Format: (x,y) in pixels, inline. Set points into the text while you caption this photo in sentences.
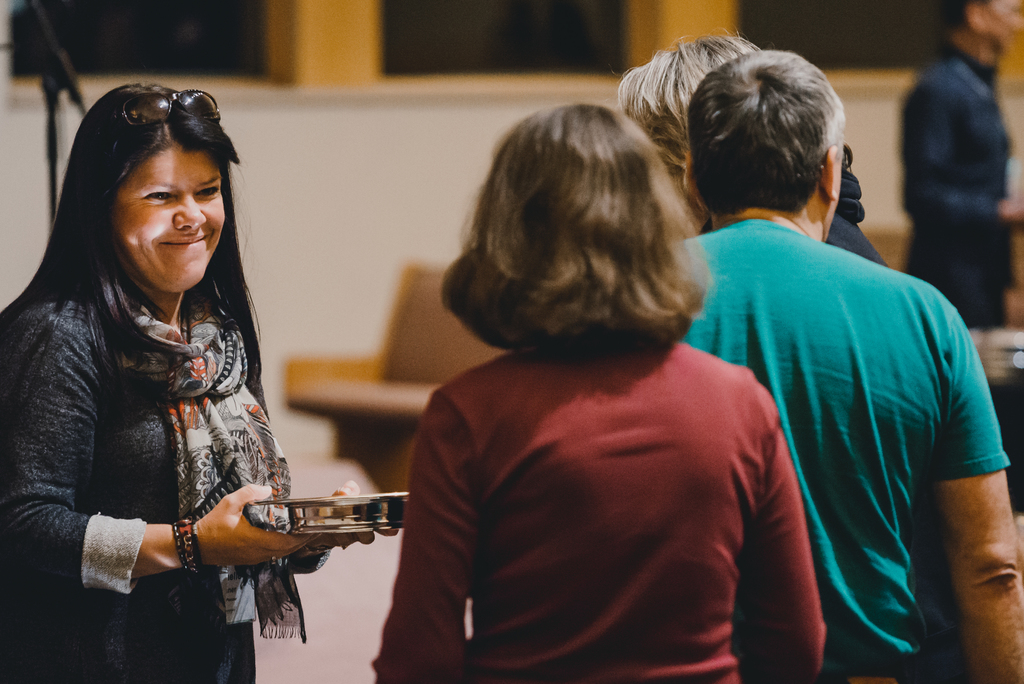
In this picture we can observe some people (511,388) standing. There were men (855,294) and women (540,347). On the left side (179,436) there is a woman (178,310) smiling. She is wearing a scarf (188,343) around her neck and spectacles (149,111) on her head (119,126). In the background (400,403) there is a chair (434,375) and a wall (352,343).
